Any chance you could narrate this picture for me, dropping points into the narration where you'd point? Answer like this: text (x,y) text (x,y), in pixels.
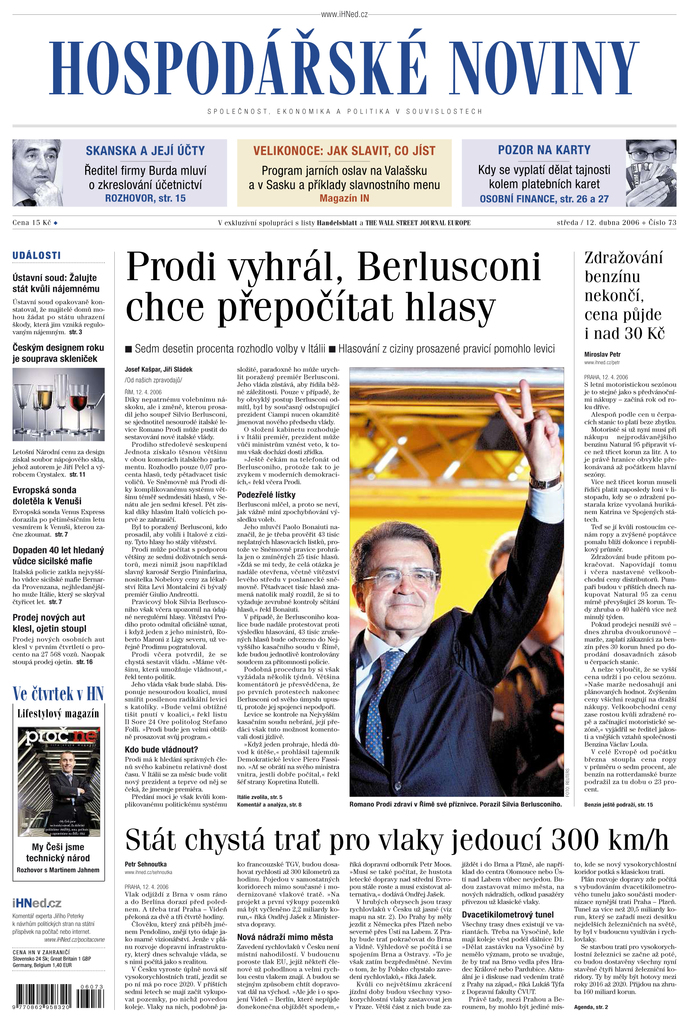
It is a picture of newspaper (482,859). We can see images (390,510) and something is written on the newspaper (253,411).
